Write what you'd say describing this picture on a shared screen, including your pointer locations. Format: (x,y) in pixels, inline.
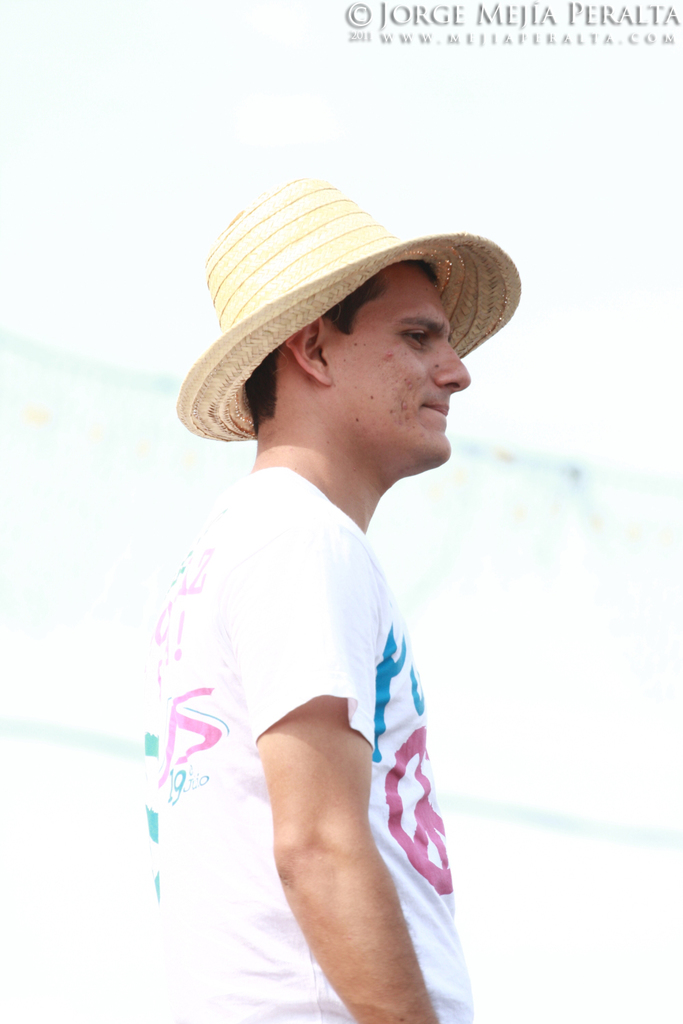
In this image, we can see a person (364,652) wearing a hat (243,260). On the right side (458,10) top corner, we can see the watermarks (481,35) in the image.
